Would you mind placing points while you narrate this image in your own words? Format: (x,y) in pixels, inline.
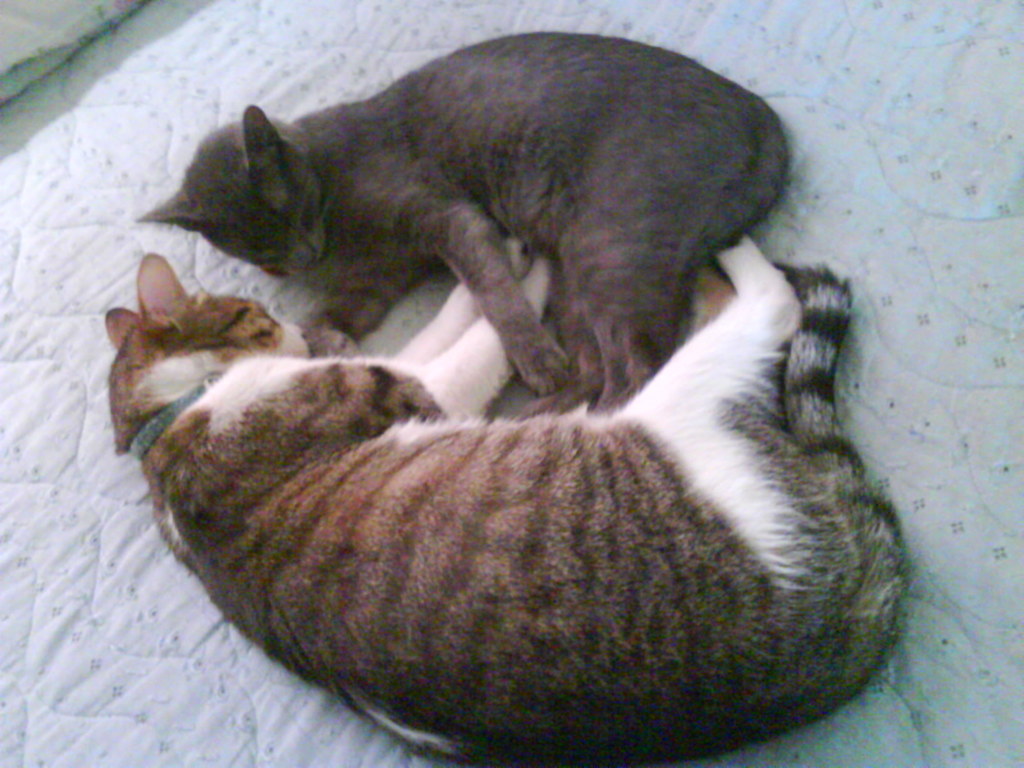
In this image there are two cats (502,273) sleeping on a mattress (59,541).
